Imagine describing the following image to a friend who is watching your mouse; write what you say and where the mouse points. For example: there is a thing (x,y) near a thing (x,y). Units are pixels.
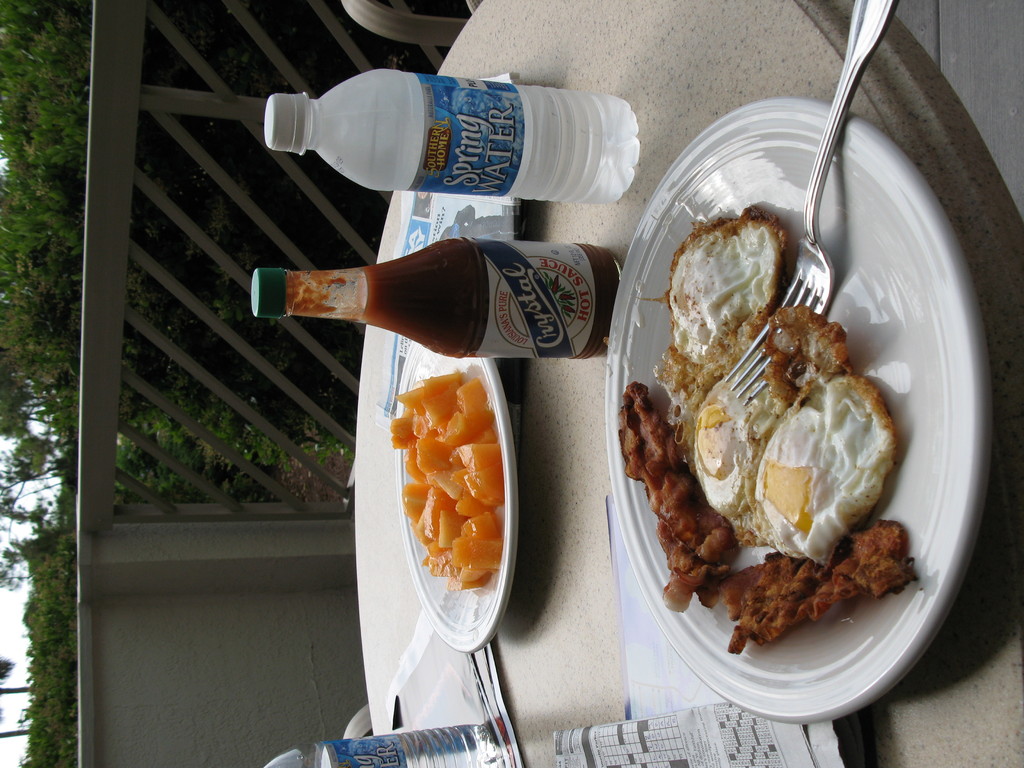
In the image there are some food items (783,435), a water bottle (434,166), sauce (446,317) are kept on the table (557,690). Behind the table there are many trees (71,504).
